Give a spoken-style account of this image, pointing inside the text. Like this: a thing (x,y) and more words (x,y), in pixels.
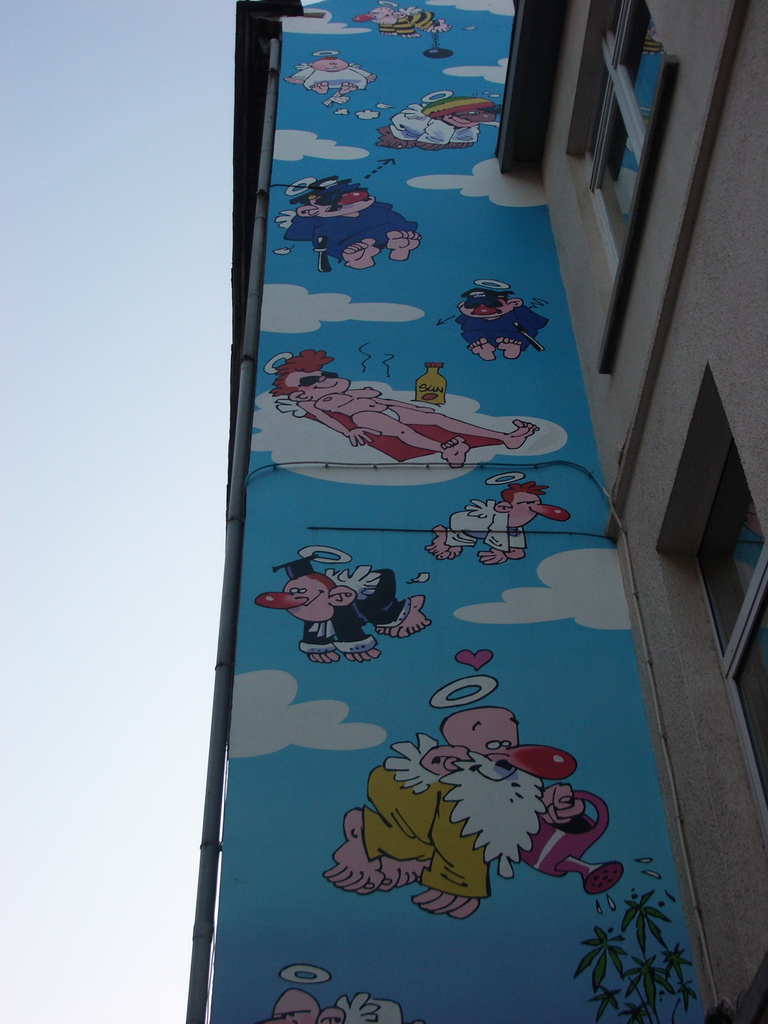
In this image we can see a building (666,281) with windows (721,549). Also there is a wall (494,636) with painting (421,381) of animated characters (508,737). Also we can see a pipe (213,771) on the wall (565,957). On the left side (81,524) there is sky (81,534).
